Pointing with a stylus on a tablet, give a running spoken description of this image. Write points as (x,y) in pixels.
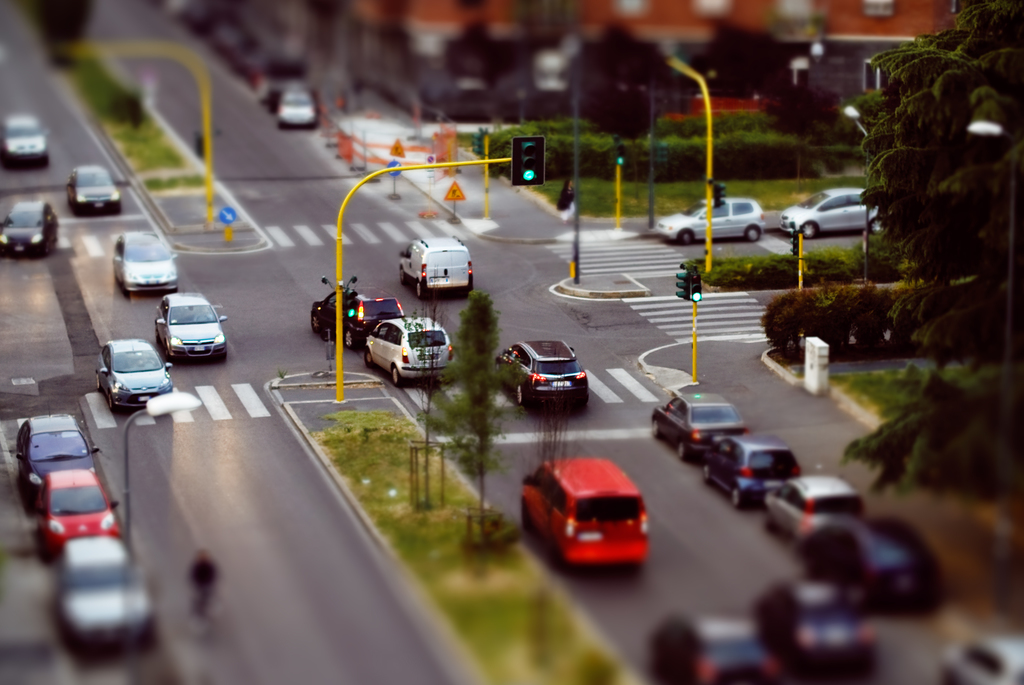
This image is taken outdoors. In this image there are a few roads (302,242). Many vehicles (387,297) are moving on the roads (523,445) and a few are parked on the road (233,157). There are a few poles (455,163) with street lights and signal lights (541,162). There are a few trees (462,407) and plants (567,132) with leaves (726,166), stems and branches (931,259). In this image the background (305,31) is a little blurred. There are a few houses (809,38). There are few sign boards (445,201).
